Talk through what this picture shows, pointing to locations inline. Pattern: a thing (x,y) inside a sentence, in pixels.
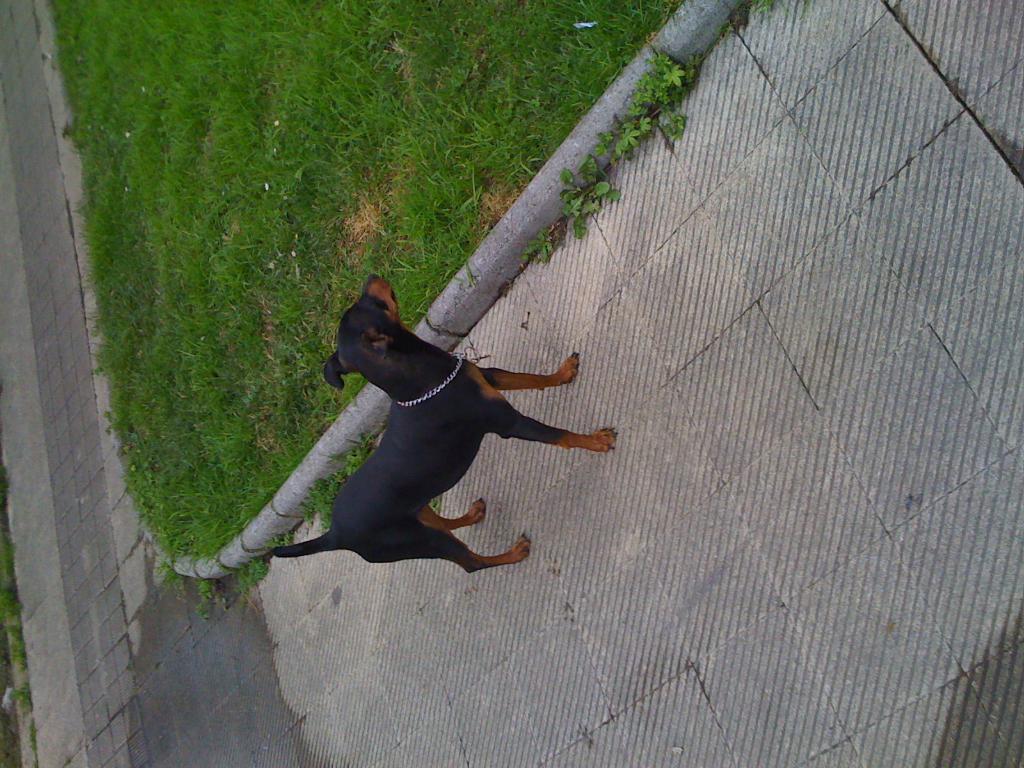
In the center of the image (432,454) we can see one dog (430,439), which is in black and brown color. And we can see one chain (419,401) around the dog's neck (434,393). In the background (169,57) we can see the grass (310,229), road (32,185) and a few other objects (360,419).
